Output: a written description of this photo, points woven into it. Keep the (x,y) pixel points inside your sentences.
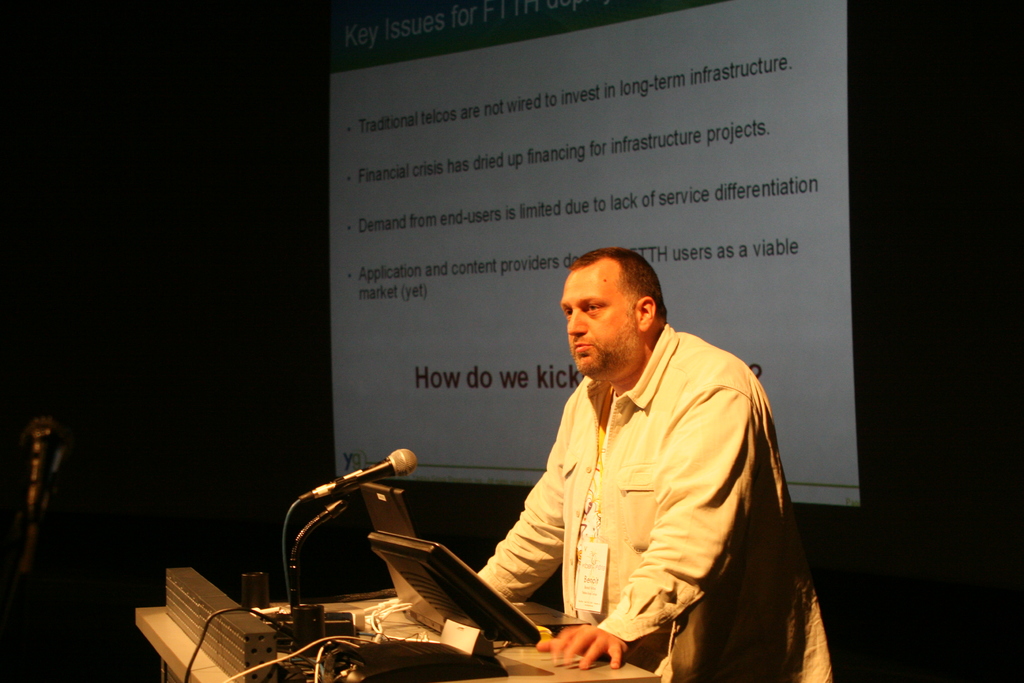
In this image, we can see a person (632,571) in front of the podium (541,666) contains monitor (415,591) and mic (336,491). There is a screen (439,326) in the middle of the image (444,408).
